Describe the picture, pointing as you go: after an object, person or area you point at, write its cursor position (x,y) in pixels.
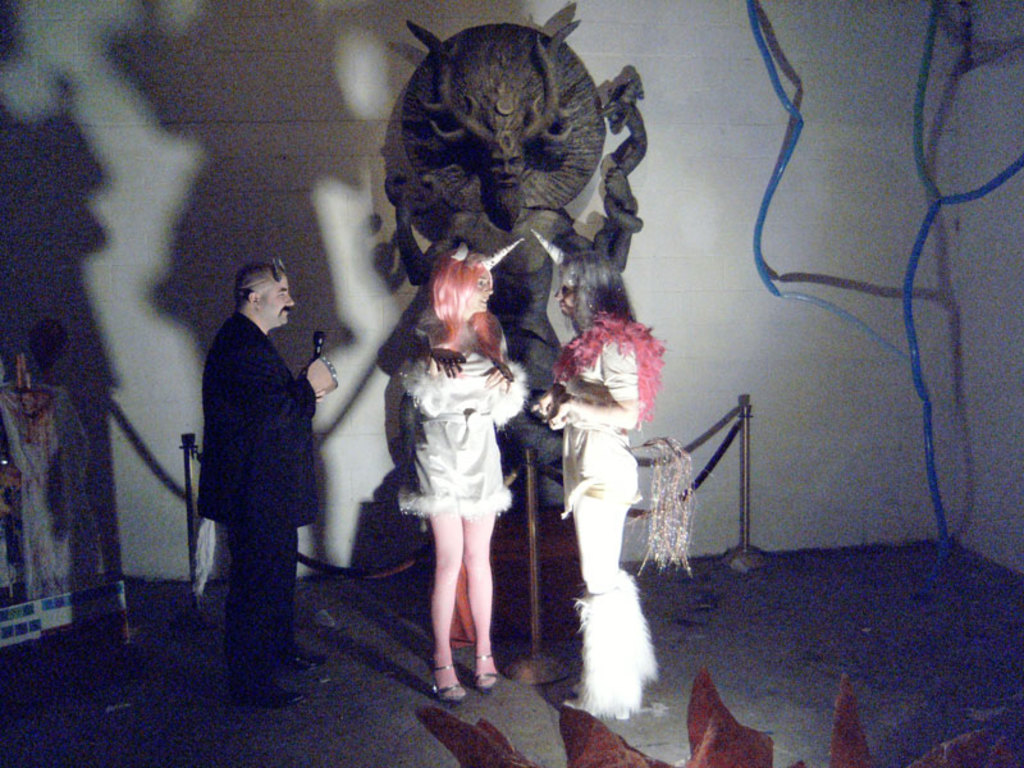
This picture is clicked inside the room (502,675). In the foreground (629,738) there are some objects (993,762). In the center (475,265) we can see the two women (479,363) wearing costumes (596,351) and standing on the floor (507,713). On the left (276,302) we can see a man (259,316) wearing a blazer (248,379), holding a microphone (319,348) and standing on the floor (287,720). In the background (827,494) we can see the wall (715,158), metal rods (530,512), rope (123,411) and the sculpture of a person (552,198) and we can see some other objects (19,436) in the background (15,423).
